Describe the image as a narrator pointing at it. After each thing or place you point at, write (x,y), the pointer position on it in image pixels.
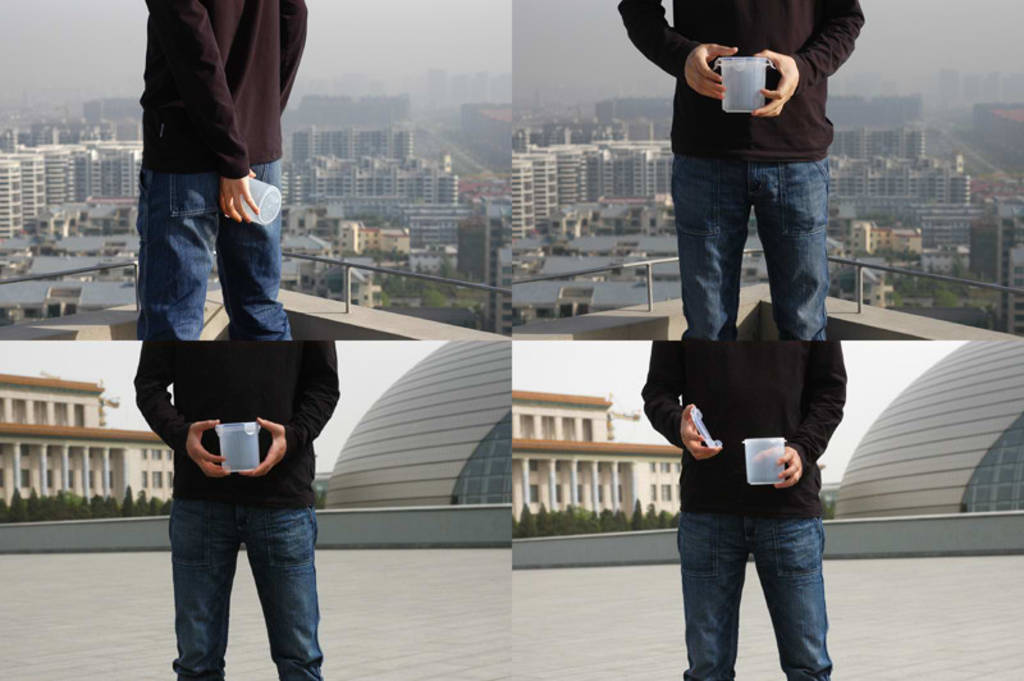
In this image I can see a collage of 4 images. A person (309,423) is holding a container (230,456) in his hands (276,451). There are plants (60,497), fence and buildings (384,233) behind him.
